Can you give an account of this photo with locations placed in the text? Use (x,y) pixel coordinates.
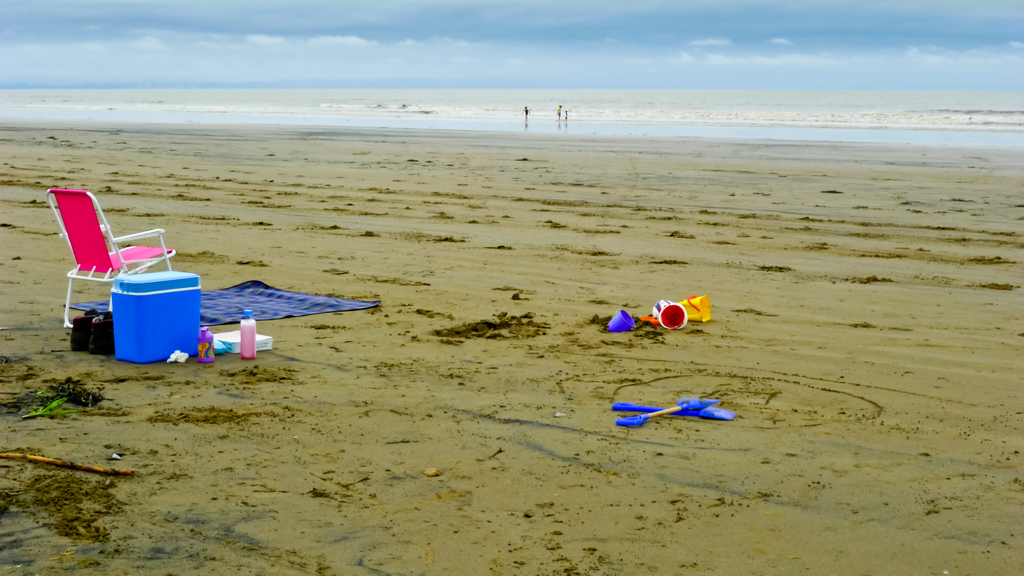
In this picture there is a chair (119,267), bottle (199,338), box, buckets (687,302), small blanket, and spades (635,407) on a muddy texture (646,396) and there are people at the top side of the image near the water (441,124), it seems to be the bank (300,126) of a beach (452,132).
